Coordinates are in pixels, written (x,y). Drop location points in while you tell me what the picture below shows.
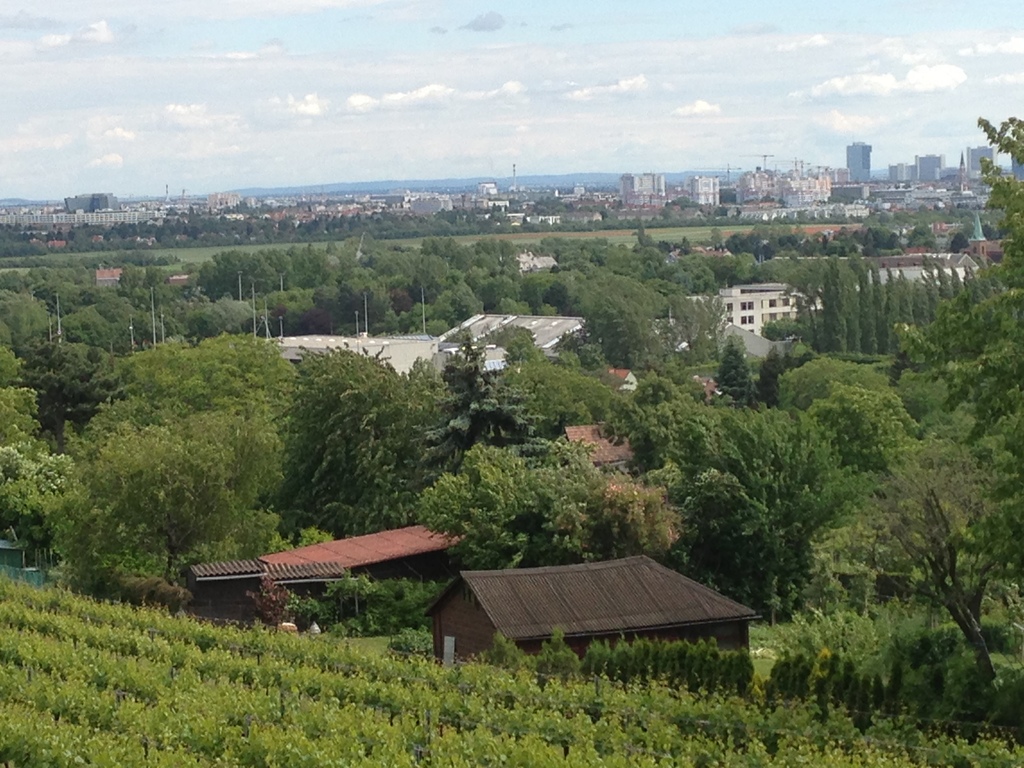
In this picture I can see buildings (490,331), trees (504,528) and poles (281,333). In the background (513,85) I can see the sky (449,114).
